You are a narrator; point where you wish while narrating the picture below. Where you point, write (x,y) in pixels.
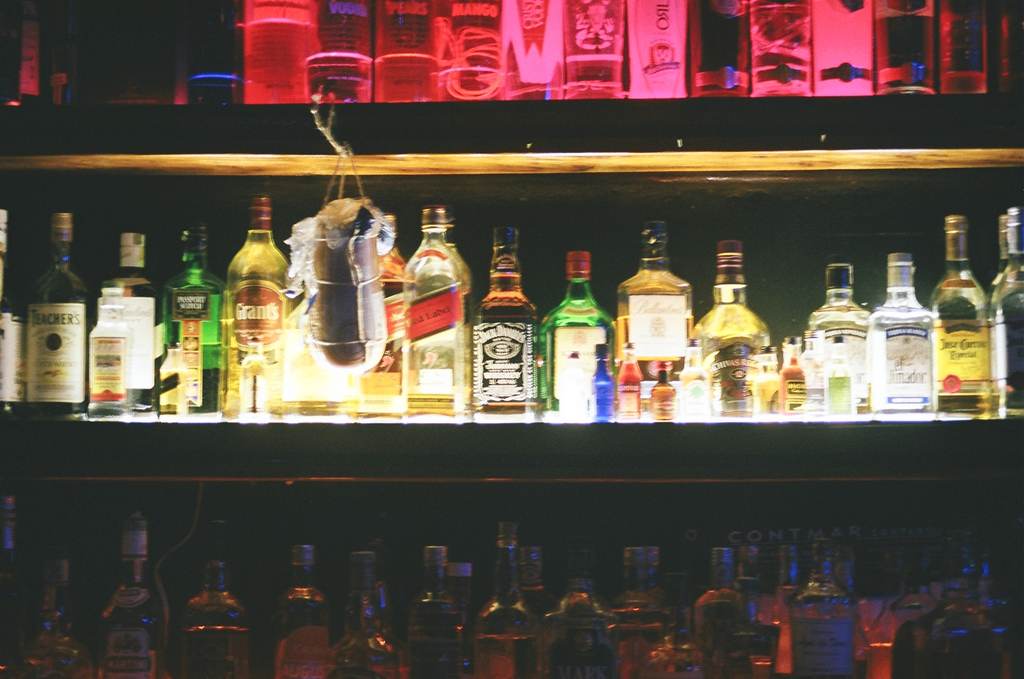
Here we can see a rack of wine (614,286) with full of bottles of wine and alcohol (390,324).
